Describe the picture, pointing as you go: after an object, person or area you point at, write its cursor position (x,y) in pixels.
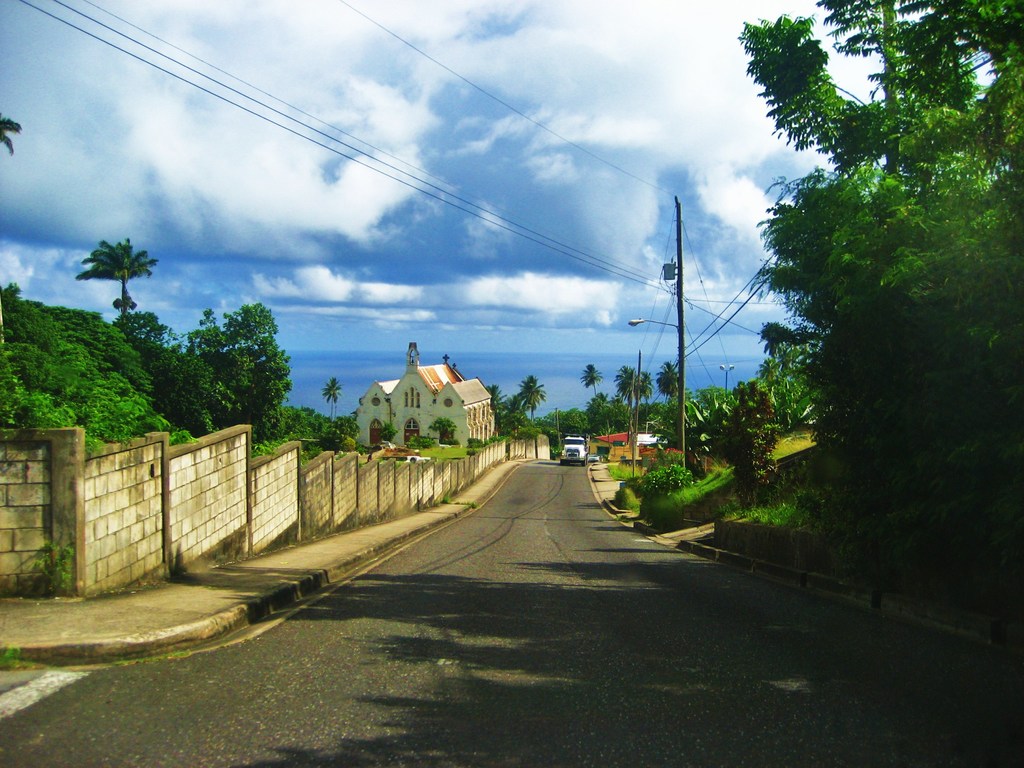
In this image there is a vehicle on a road (541,637), on the left side (118,472) there is a wall (378,474), trees (355,430) and a house (404,402), on the right side (979,479) there are trees (693,414), poles (680,346), wires (645,284) and the sky (512,199).
